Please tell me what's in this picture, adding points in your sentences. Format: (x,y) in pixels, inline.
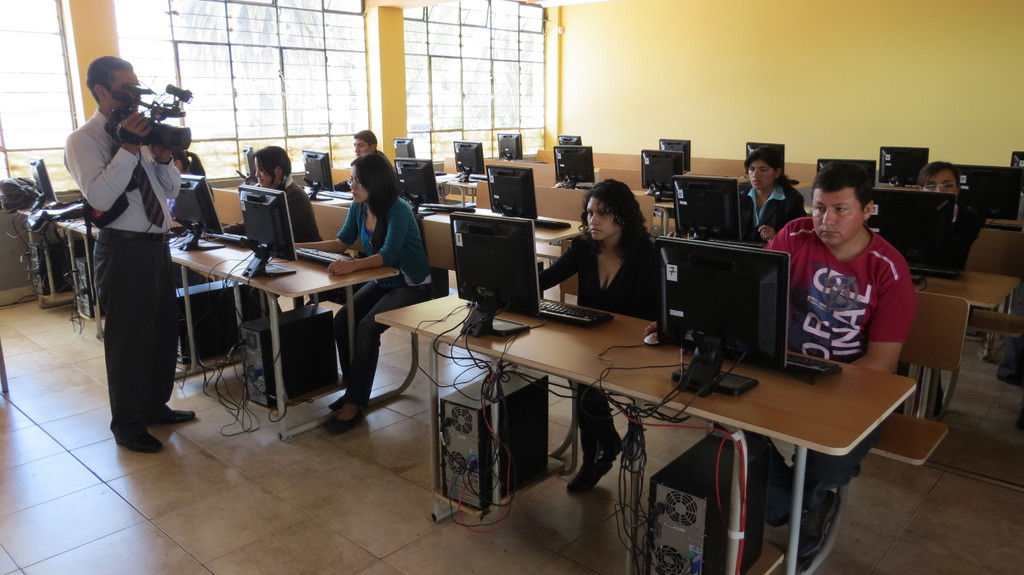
This is the picture of a classroom (388,316) the man (98,170) holding camera (174,128) and recording the person (900,333) what they are doing they are bunch of people (846,168) in the classroom (852,237) this is the man (833,251) in red t shirt (826,297) behind beside the man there is a women (607,296) who is wearing black dress (611,294) this is a yellow wall (670,81) and they are working in the systems (760,307) with some work this is glass window (297,67) behind the glass window (252,22) there is a tree (229,12) this is a table (299,267) this is a monitor (270,238) this is a keyboard (319,257) this is a tile floor (171,537).
